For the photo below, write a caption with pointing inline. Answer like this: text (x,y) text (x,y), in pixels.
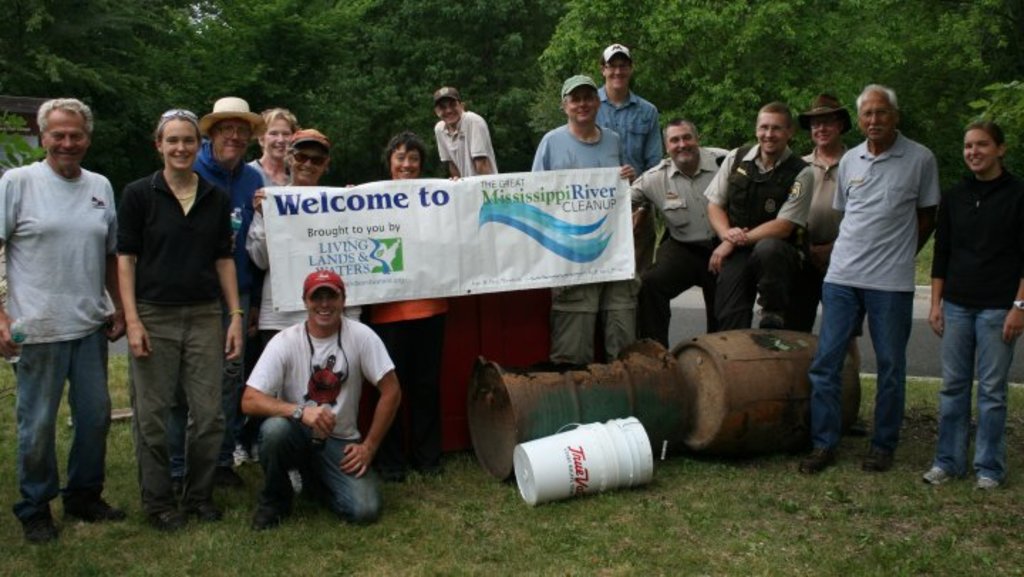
In this image in the front (621,493) there's grass (619,528) on the ground (588,515). In the center (651,196) there are person (139,203) standing and smiling and there is a man (327,412) sitting on the ground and smiling and there are persons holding a banner (415,209) with some text (358,209) written on it and there are objects (584,373) which are white and brown in colour and in the background (629,43) there are trees (639,47).
